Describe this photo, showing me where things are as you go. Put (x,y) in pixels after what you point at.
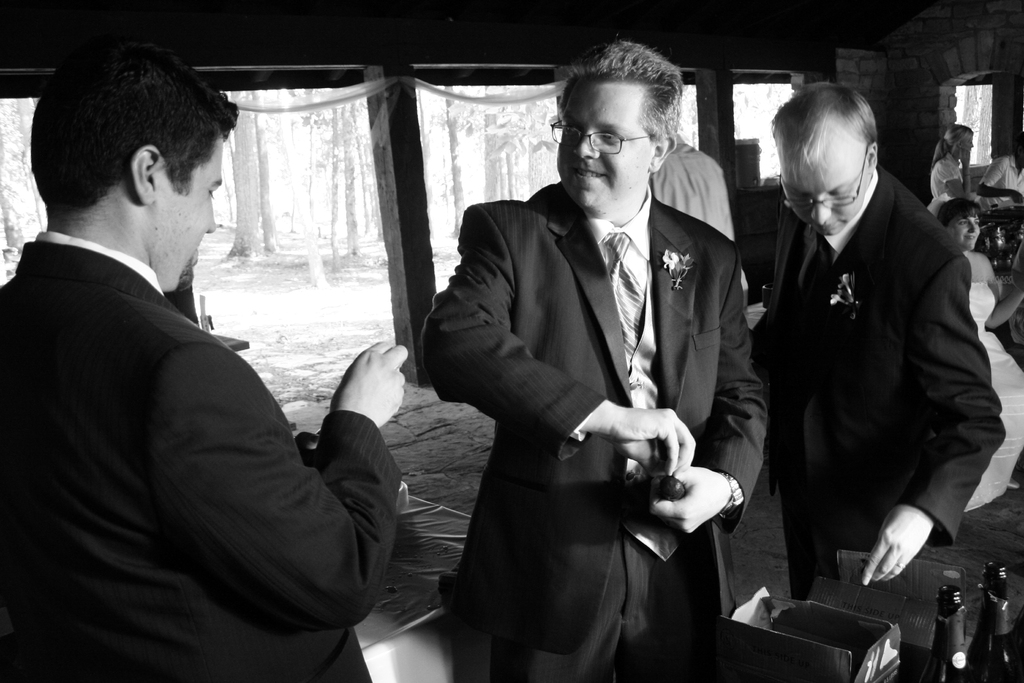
In this picture there is a man (710,377) wearing black color coat (757,465) and holding something (677,493) in the hand (667,503). Beside there are two men (223,111), one watching him. Behind there are some tree trunk (331,230).
